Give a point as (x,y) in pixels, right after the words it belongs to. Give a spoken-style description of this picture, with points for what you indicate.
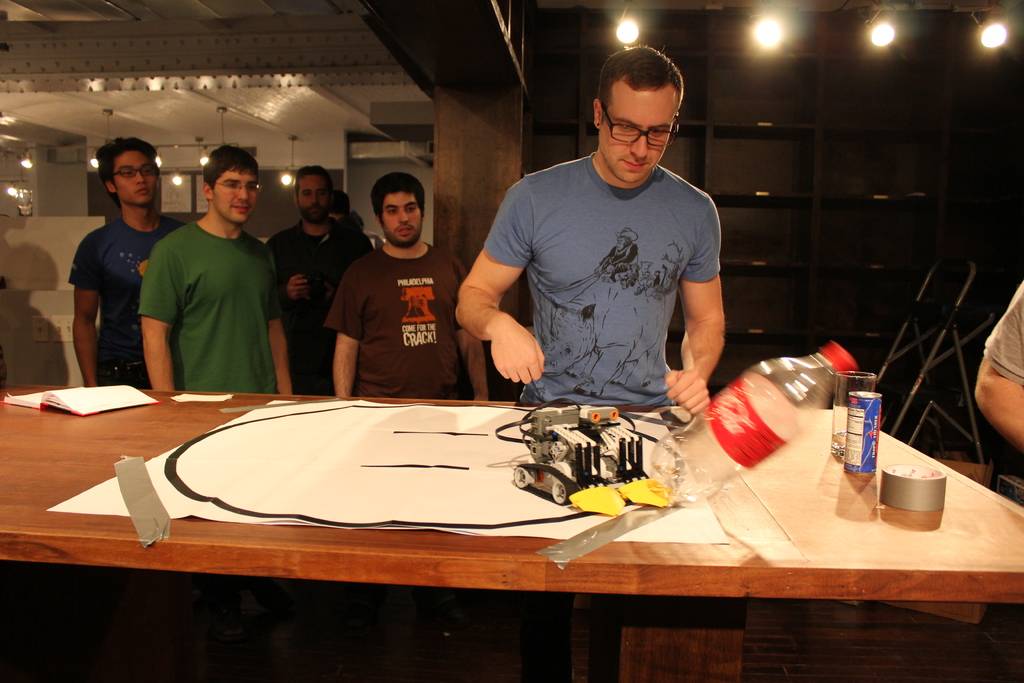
In this picture there are several people (177,273). In the middle, there is a man (612,235) who is wearing a blue shirt (626,323). There is a table (401,532). On the table (741,476), there is a bottle (712,437) and a car (563,452). There is a glass (840,405), a tin (851,422) and a tape (894,483) on the table (919,526). To the right (1011,403), there is also another person (1007,372). There is a light (768,32) at the background (764,20) and shelf (767,208) at the background (859,222). There is a book (68,394) and sheet (296,475) on the table (70,542).
